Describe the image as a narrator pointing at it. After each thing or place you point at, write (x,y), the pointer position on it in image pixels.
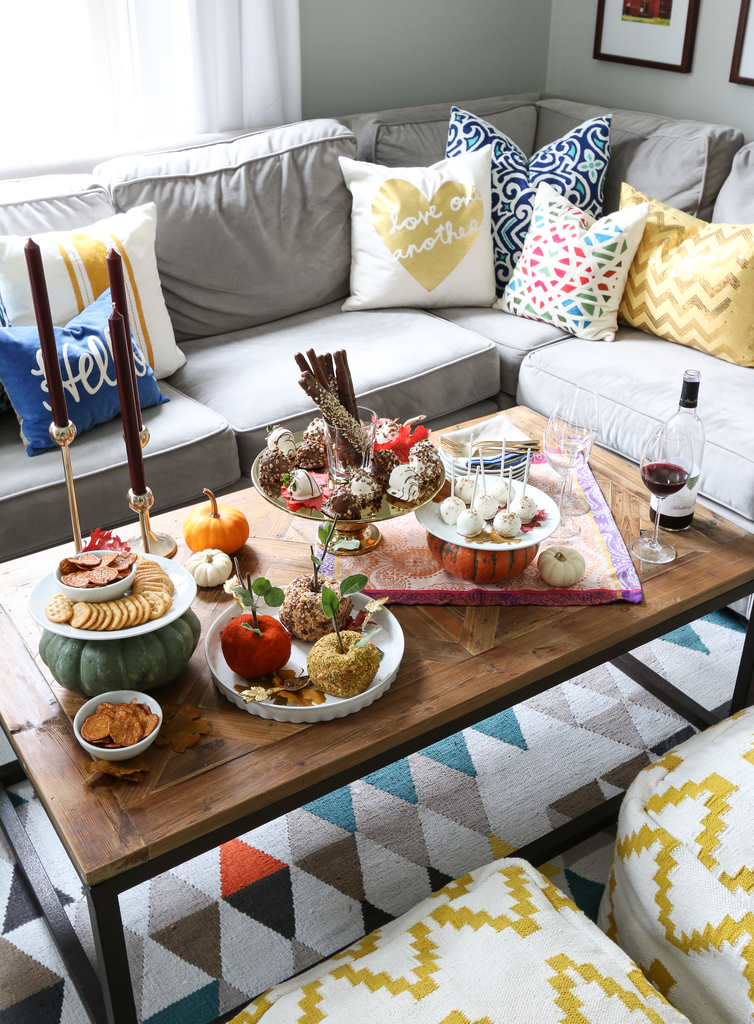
A table (636,483) on which there are some food items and around the table (65,545) there are sofas (753,444) on which there are some pillows (49,285).
